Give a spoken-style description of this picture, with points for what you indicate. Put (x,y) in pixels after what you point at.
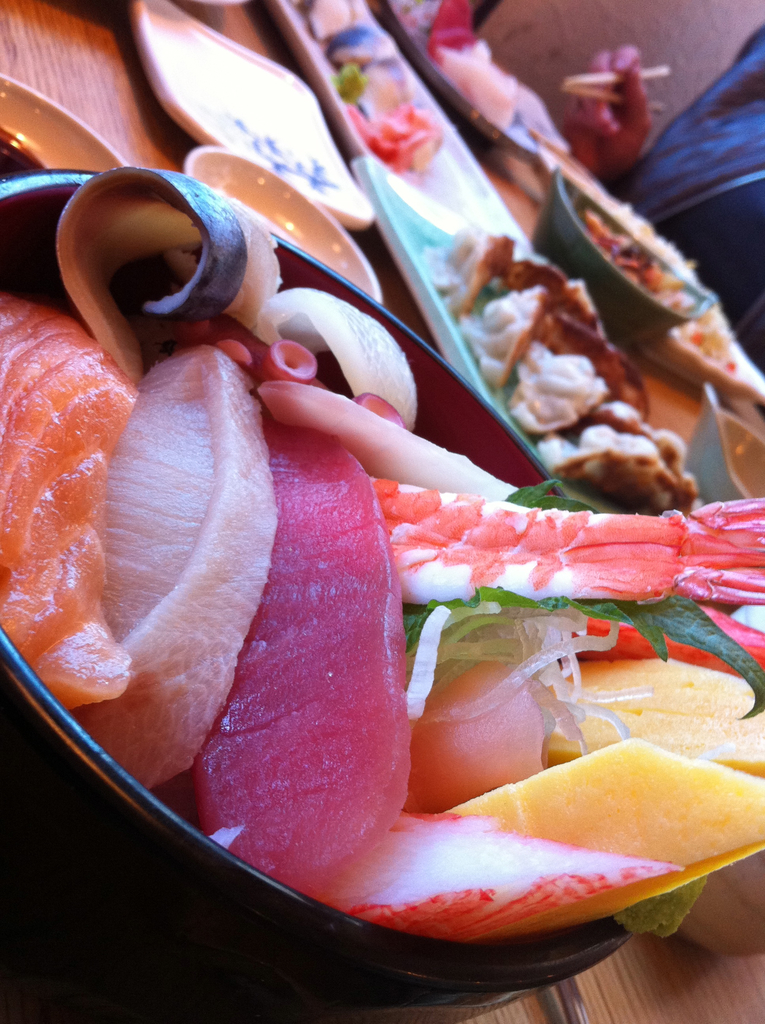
In this image I can see bowls (414,339) and plates (331,202) on which I can see food items (188,681). These objects (209,150) are on a wooden surface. Here I can see sticks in a person's hand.
